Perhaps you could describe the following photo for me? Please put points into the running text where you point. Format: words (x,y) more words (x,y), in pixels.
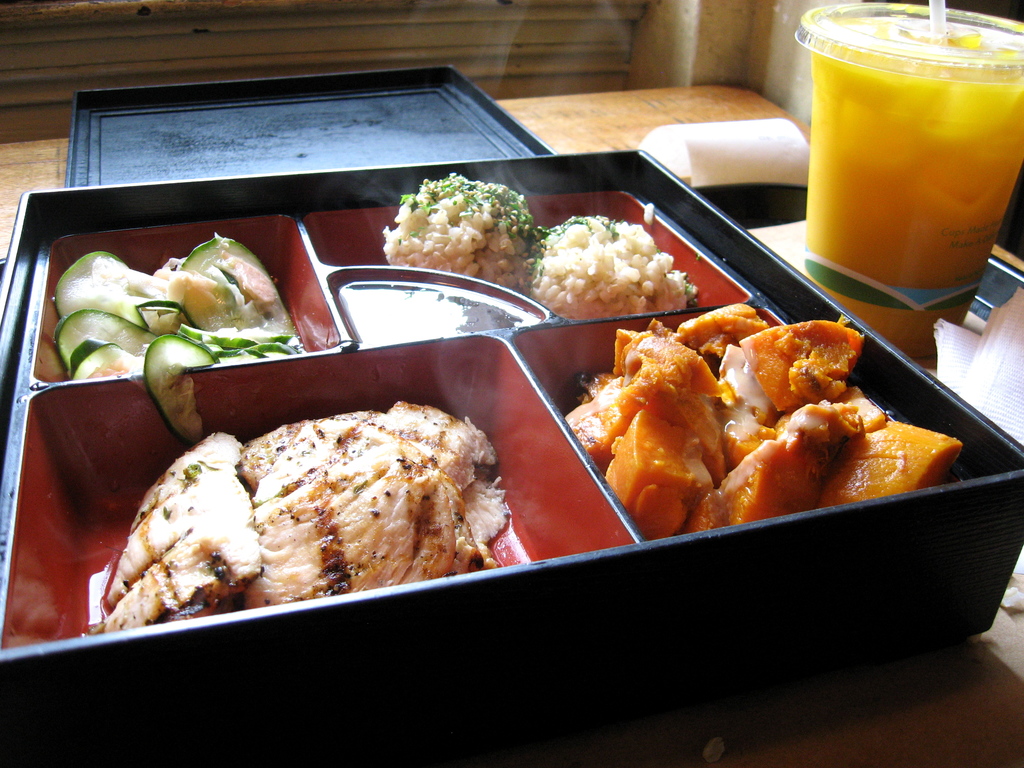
This image is taken indoors. In the background (505,53) there is a wall (732,39). At the bottom of the image (946,714) there is a table (882,712) with a few things (477,461) on it. On the right side of the image (854,211) there is a tumbler (859,167) with juice (893,152) and a straw (941,26) on the table (559,120). There are a few tissue papers (988,344) and there is a tray (107,139) on the table (579,144). In the middle of the image (363,307) there is a box (257,397) with a few food items (273,292) and the box (580,449) is placed on the table (574,121).
